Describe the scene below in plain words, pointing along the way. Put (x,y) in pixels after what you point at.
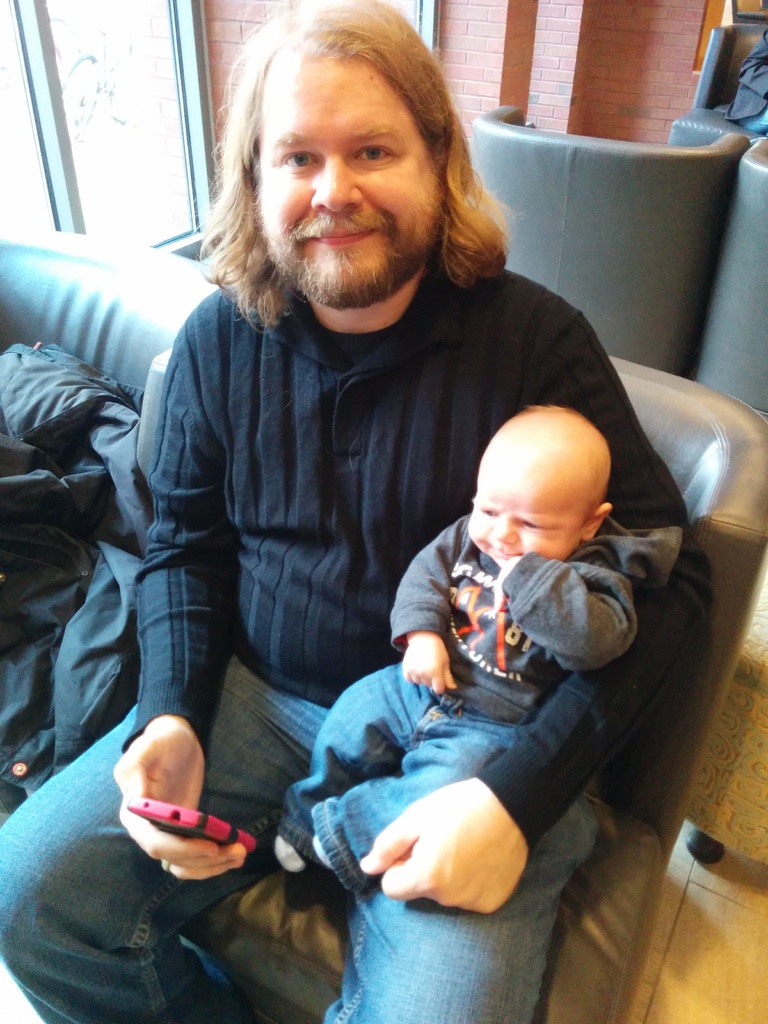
In this image we can see a person (412,373), baby (426,724), mobile (141,813), jacket (112,610), chairs (95,359), window (95,133) and wall (598,44).
